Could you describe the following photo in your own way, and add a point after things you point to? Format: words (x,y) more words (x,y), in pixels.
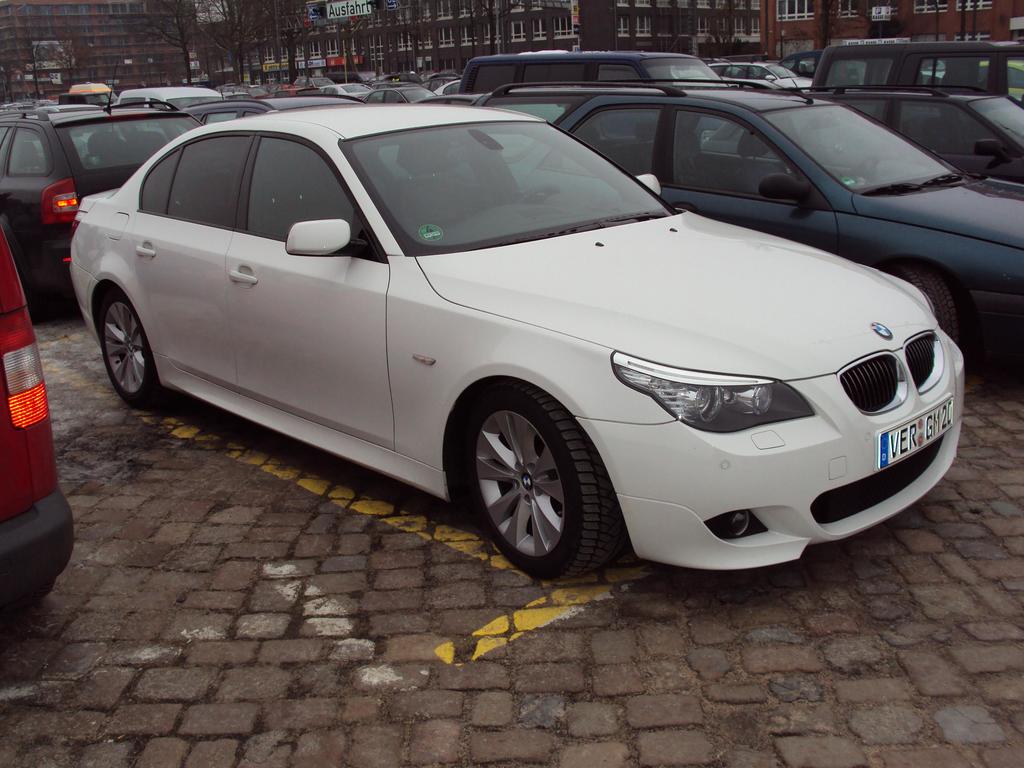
In this picture we can see vehicles (351,254) on the ground (434,670) and in the background (356,29) we can see trees (233,15), buildings (841,28) with windows (423,41) and some objects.
